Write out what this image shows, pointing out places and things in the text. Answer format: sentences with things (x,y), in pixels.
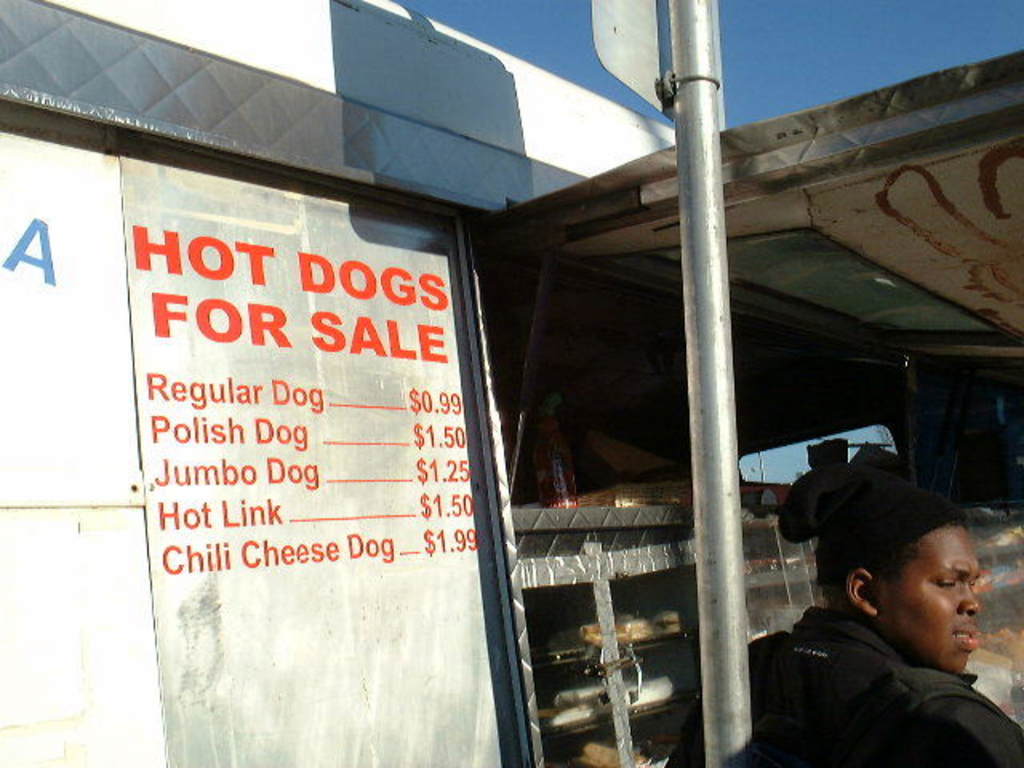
In this image I can see the person (882,740) and the person (973,760) is wearing black color dress (882,724). In the background (508,424) I can see the stall (562,557) and the sky (786,59) is in blue color.
